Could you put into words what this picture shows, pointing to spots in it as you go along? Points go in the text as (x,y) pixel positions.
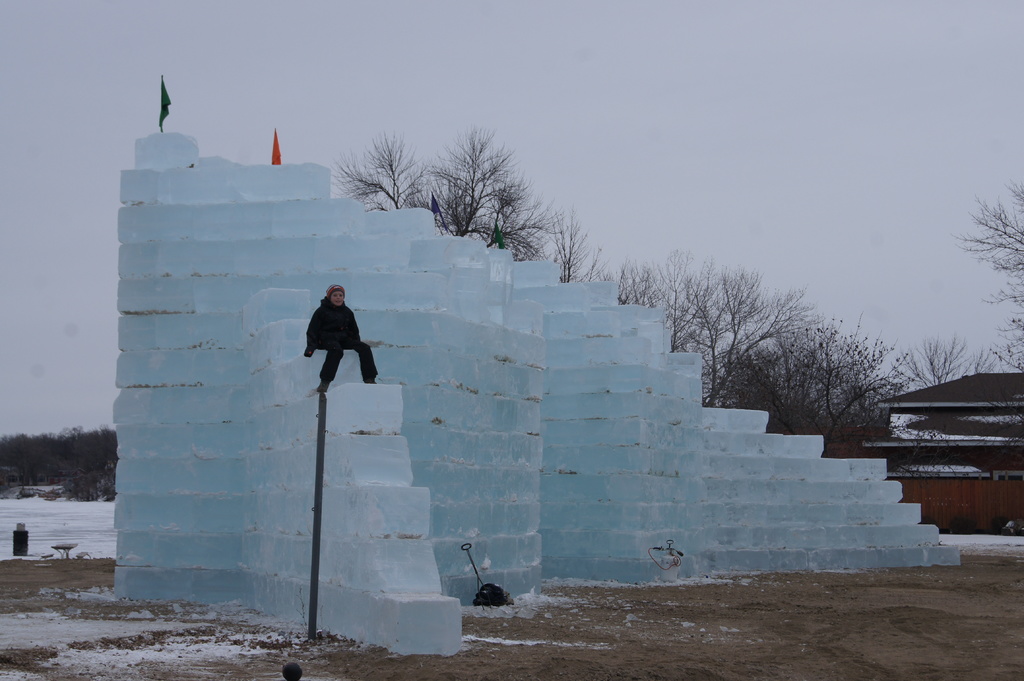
In this picture I can see a house (981,460), few trees (839,345) and I can see a woman (328,338) sitting on the ice brick wall (276,313) and I can see snow (86,531) on the ground (18,573) and a cloudy sky (598,144).
